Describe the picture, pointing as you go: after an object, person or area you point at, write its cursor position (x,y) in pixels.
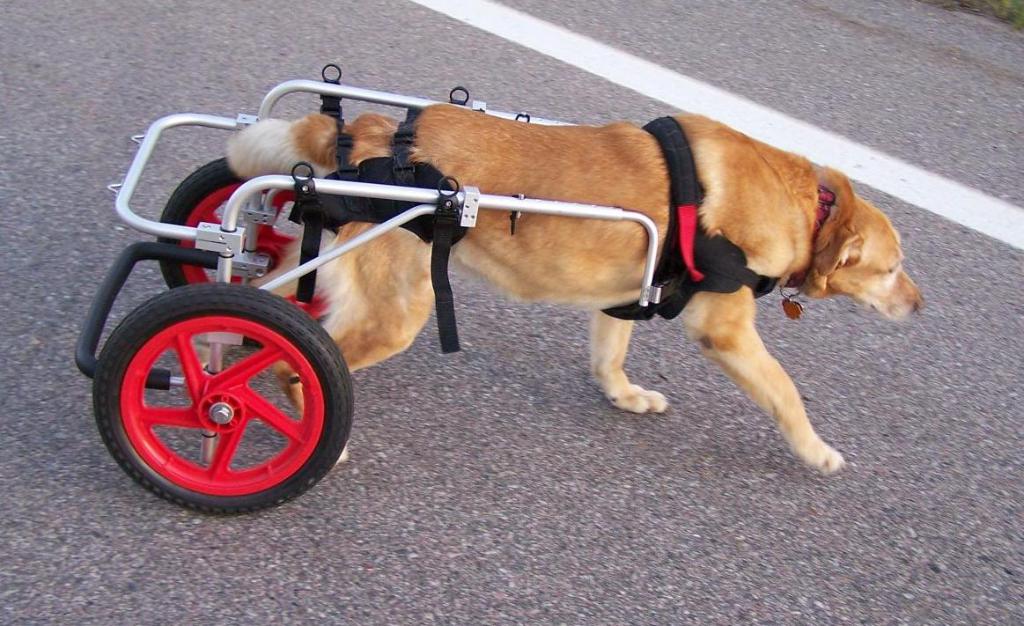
Here in this picture we can see a dog (578,243) present on a road (564,316) over there and behind it we can see two wheels (216,315) which are connected to it present over there.
